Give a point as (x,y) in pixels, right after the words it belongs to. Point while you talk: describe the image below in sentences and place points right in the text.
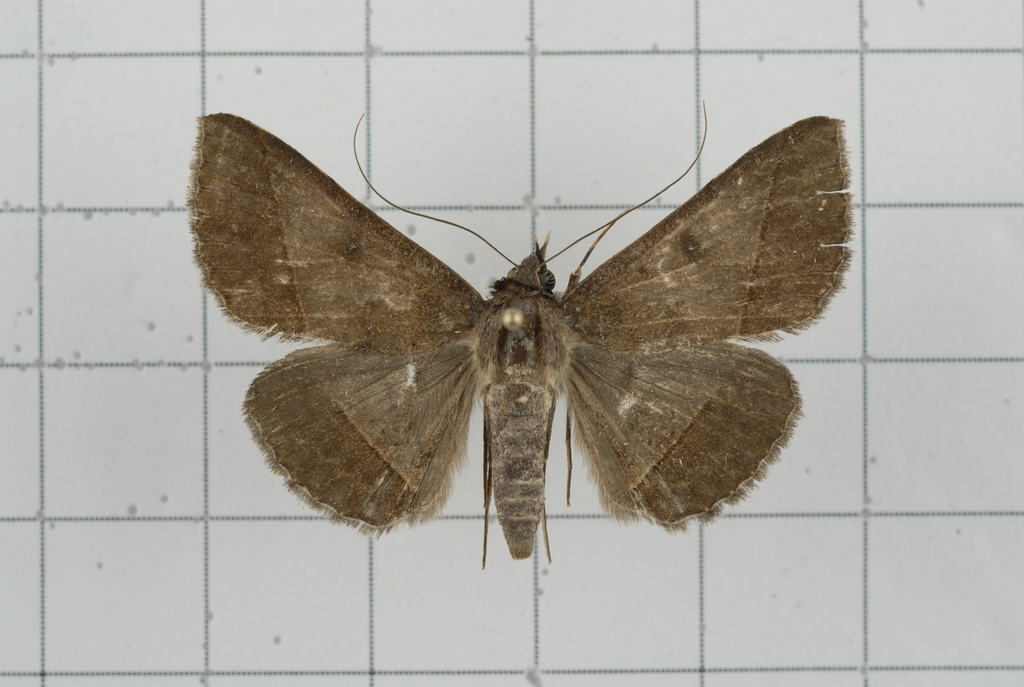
In this picture we can see a moth (488,360), in the background (782,110) there are some tiles (543,75).
